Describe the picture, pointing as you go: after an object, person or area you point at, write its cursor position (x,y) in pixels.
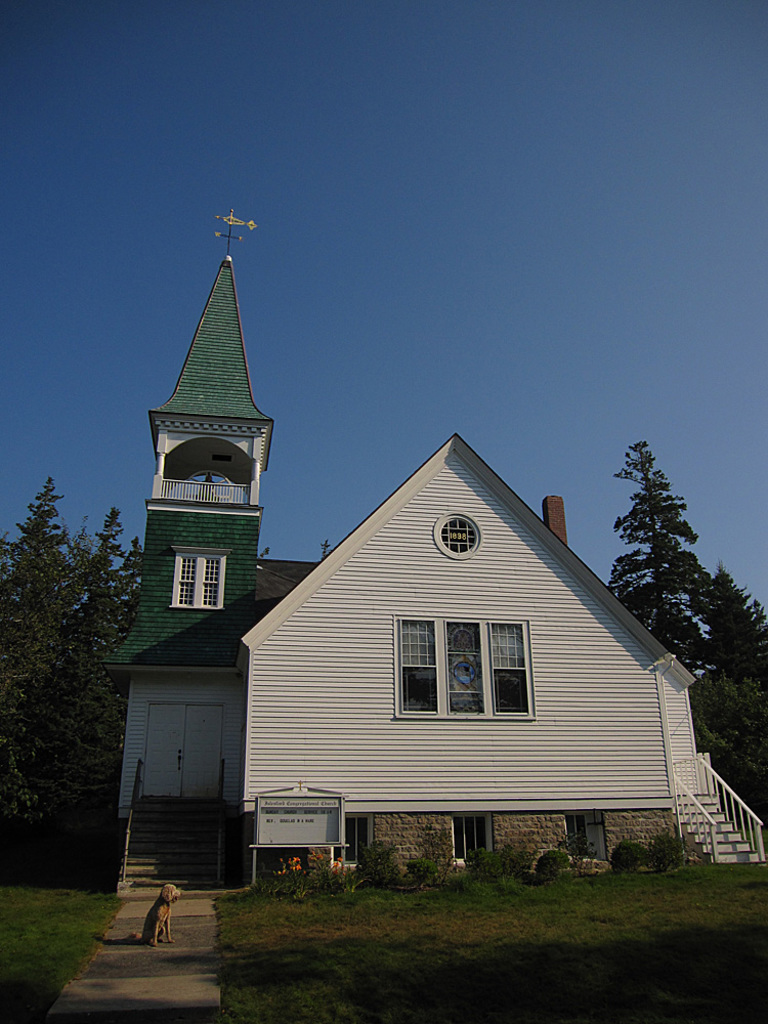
In this picture we can see a dog (165,888) on the ground (177,927), grass (370,920), plants (659,860), house (229,610) with windows (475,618), doors (217,732), stairs (214,818) and in the background (24,552) we can see trees (52,530) and the sky (491,205).
